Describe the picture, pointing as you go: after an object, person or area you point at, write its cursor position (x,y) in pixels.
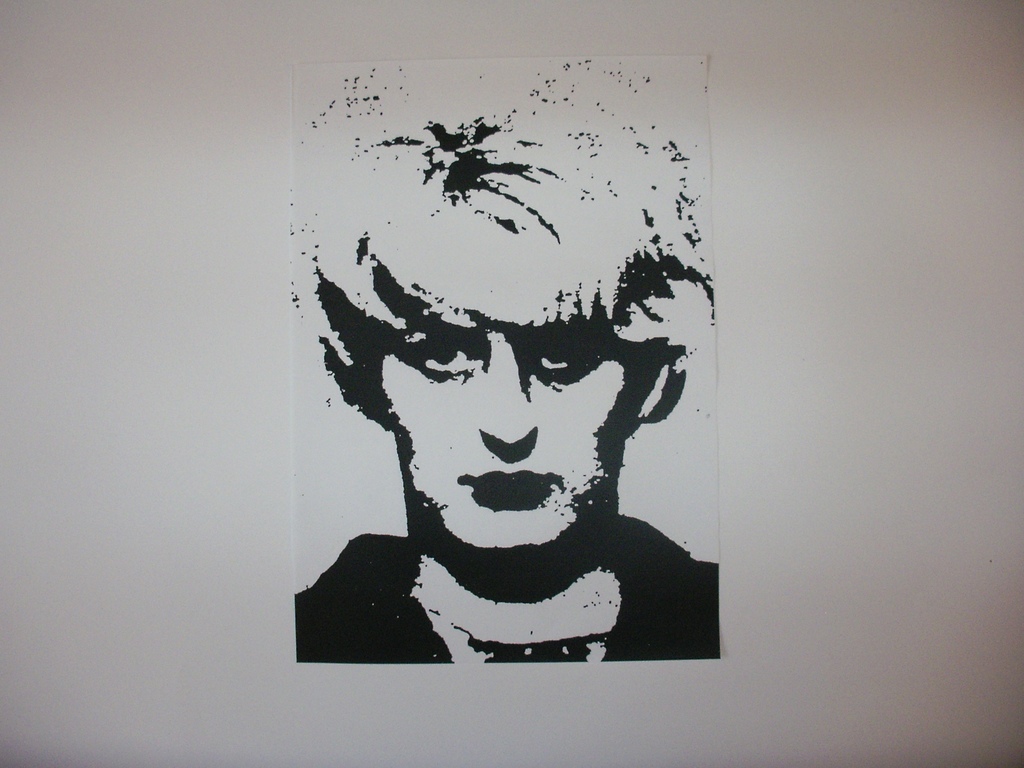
In this picture, it looks like a wall (239,740). We can see the painting (390,414) of a person (406,368) on the paper (349,119) and the paper (297,122) is on the wall (216,137).
